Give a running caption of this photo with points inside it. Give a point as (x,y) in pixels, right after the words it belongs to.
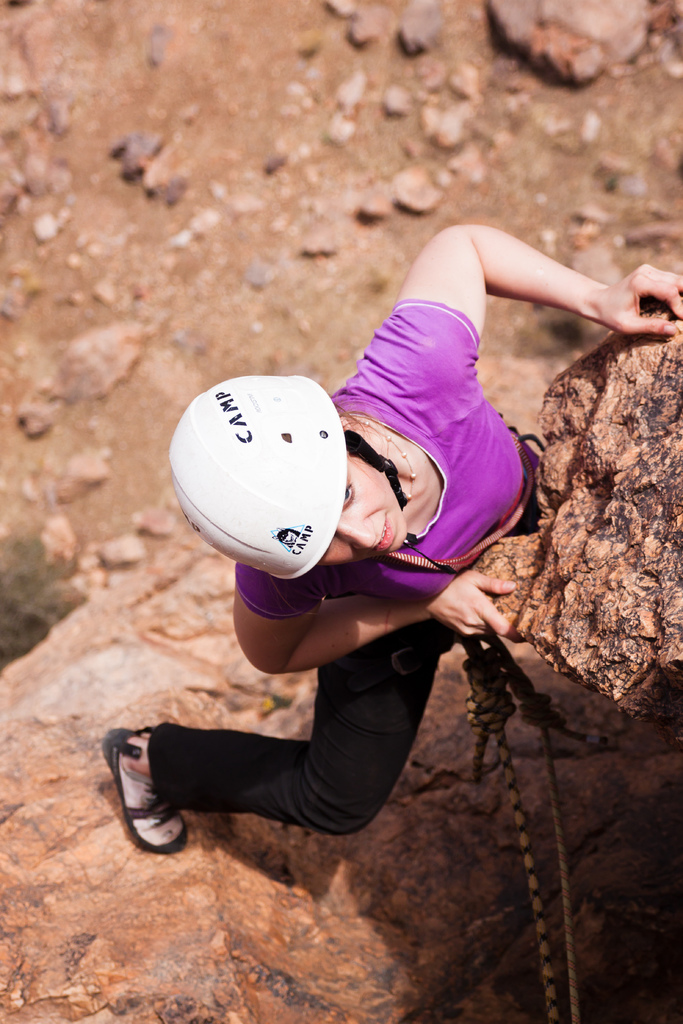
In this image we can see some big rocks (653,878) and one woman (394,599) wearing a white helmet (227,418) with two wires (492,720) sport climbing.
